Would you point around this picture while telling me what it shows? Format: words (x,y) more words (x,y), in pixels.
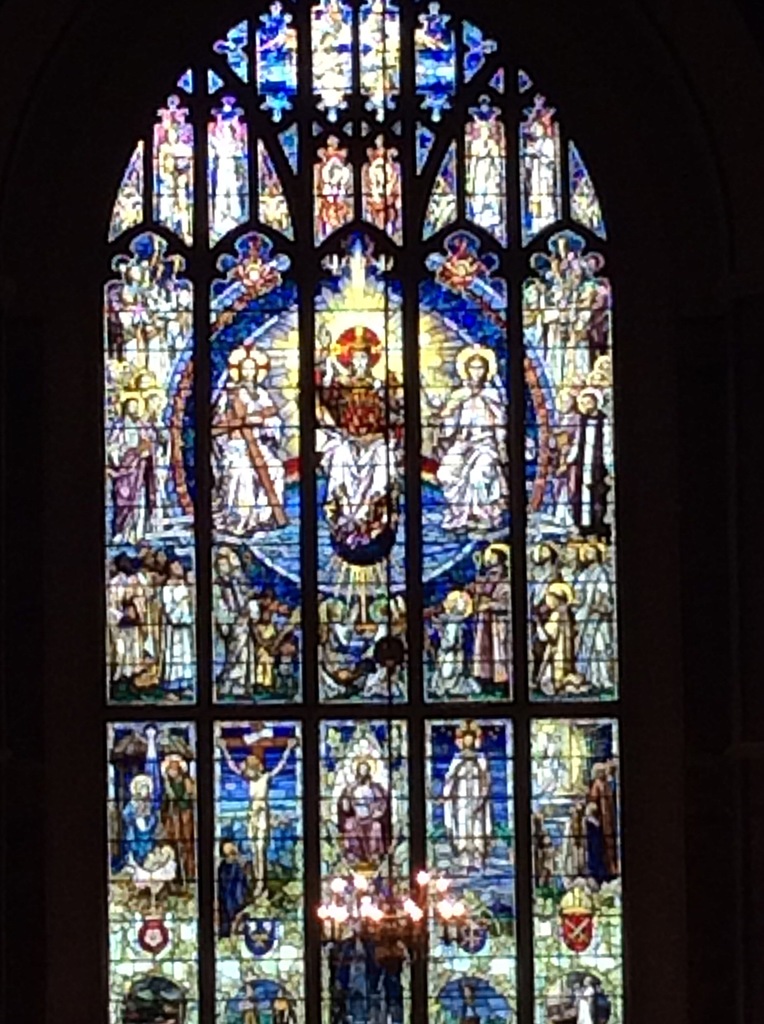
In the center of this picture (261,413) we can see the stained glass (557,740) with the depictions (373,440). In the foreground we can see the depictions (257,801) of people (534,831) and the lights (375,902). In the center (494,424) we can see the depictions (386,441) of people (289,646) and the depictions (330,216) of many other objects (462,1020). The background of the image (735,291) is dark.
